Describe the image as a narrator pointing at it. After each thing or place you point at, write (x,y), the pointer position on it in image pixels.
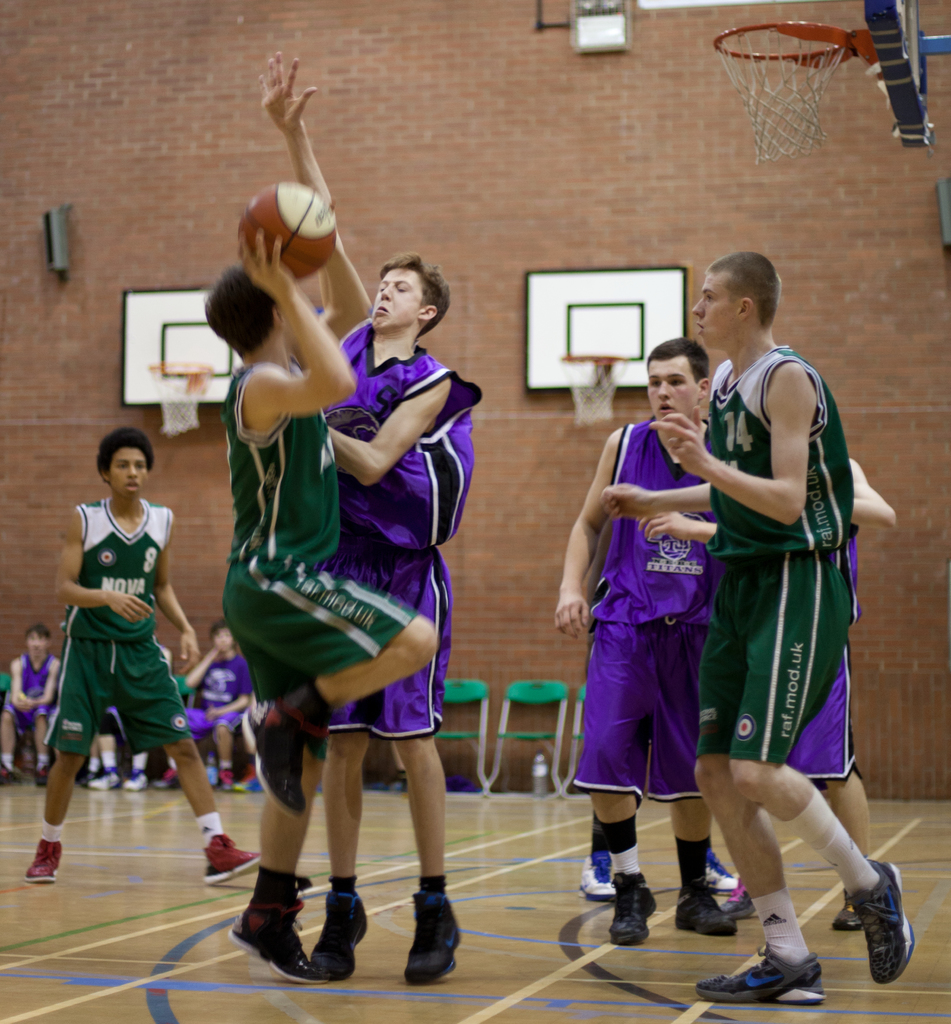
In this image we can see there are a few people (421,478) standing on the floor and a few people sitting on the chairs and the other person (275,257) holding a basketball (286,242). We can see a basketball net (794,58) with a board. In the background (567,278), we can see the basketball net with a board (560,301) attached to the wall (890,220).
